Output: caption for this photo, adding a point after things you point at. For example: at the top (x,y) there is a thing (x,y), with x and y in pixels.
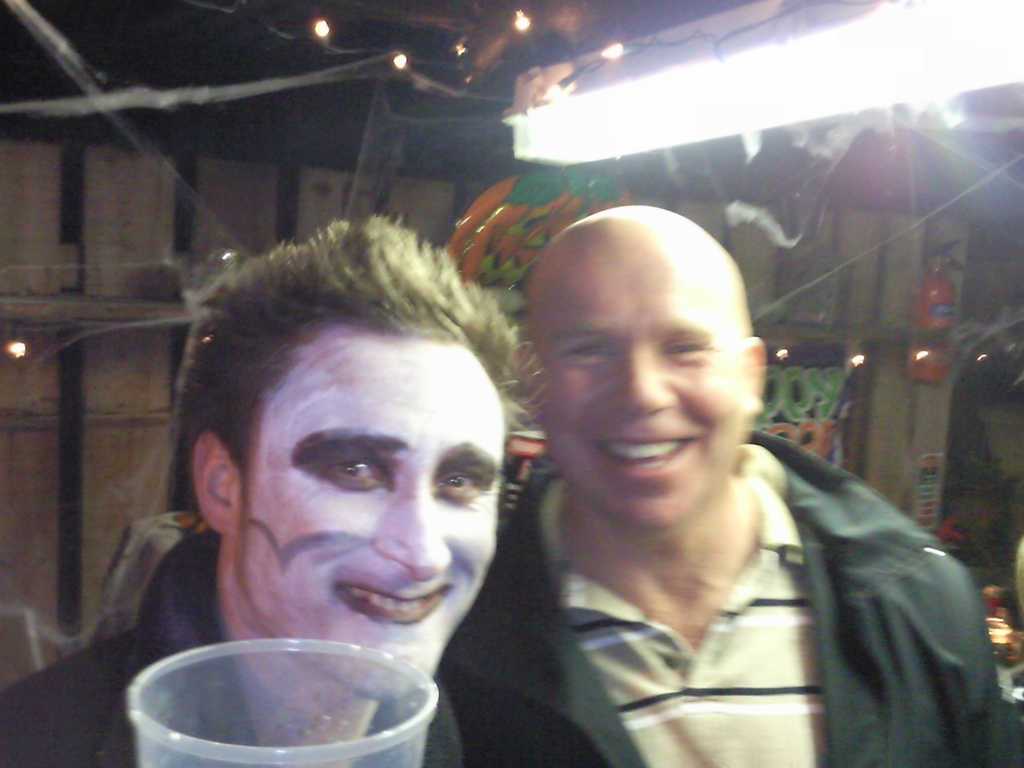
On the right (738,751) there is a man (624,607) who is wearing jacket (923,627) and t-shirt (742,640). He is standing beside another man (404,554). On his face (354,399) we can see white powder (449,519). On the background (95,206) we can see wooden wall (812,269), posters (830,411) and other objects (981,506). On the top right corner (986,27) there is a light (719,133).
